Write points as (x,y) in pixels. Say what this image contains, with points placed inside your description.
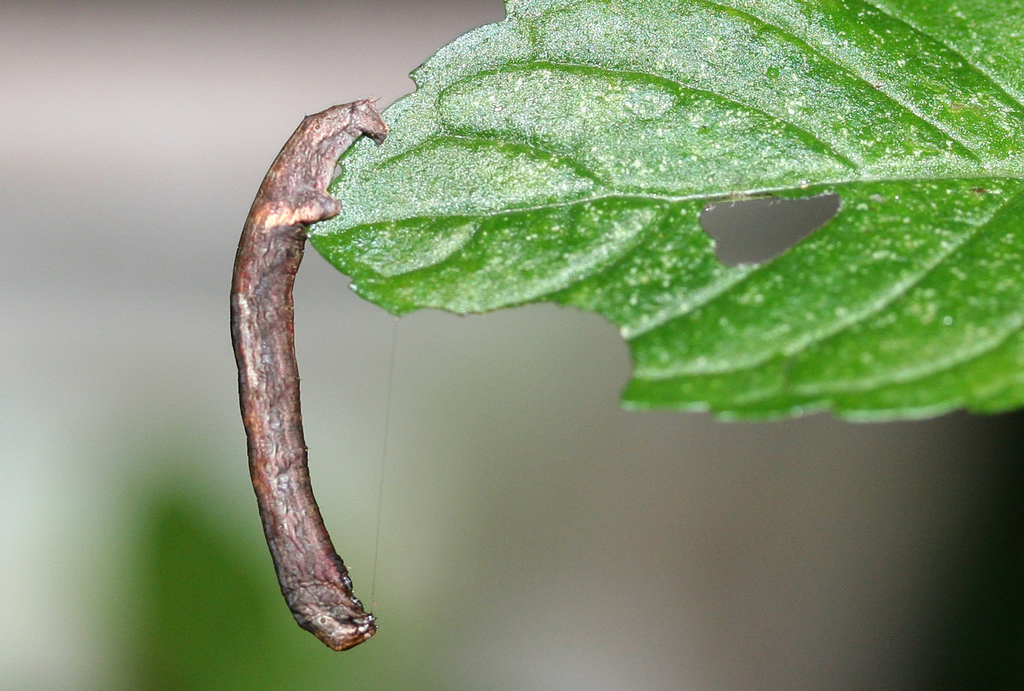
In this image we can see an insect (307,184) sitting on the leaf (365,152). There is a blur background (745,507) in the image.
